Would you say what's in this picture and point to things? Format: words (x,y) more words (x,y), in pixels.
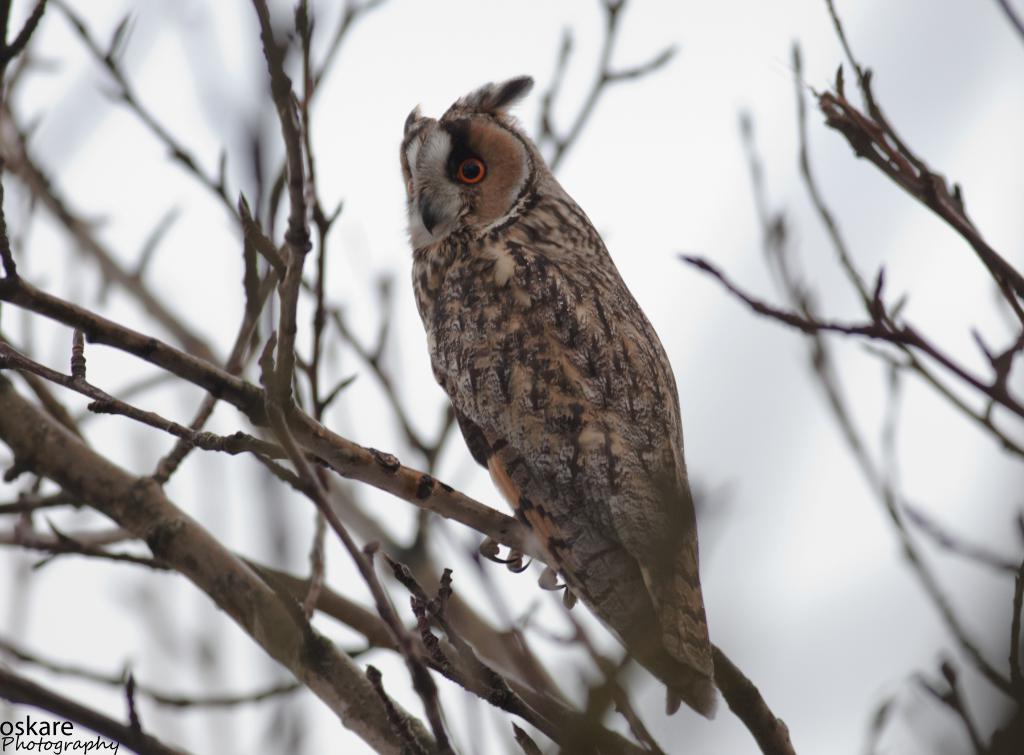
In this image, there is a bird (540,252) on the branch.
